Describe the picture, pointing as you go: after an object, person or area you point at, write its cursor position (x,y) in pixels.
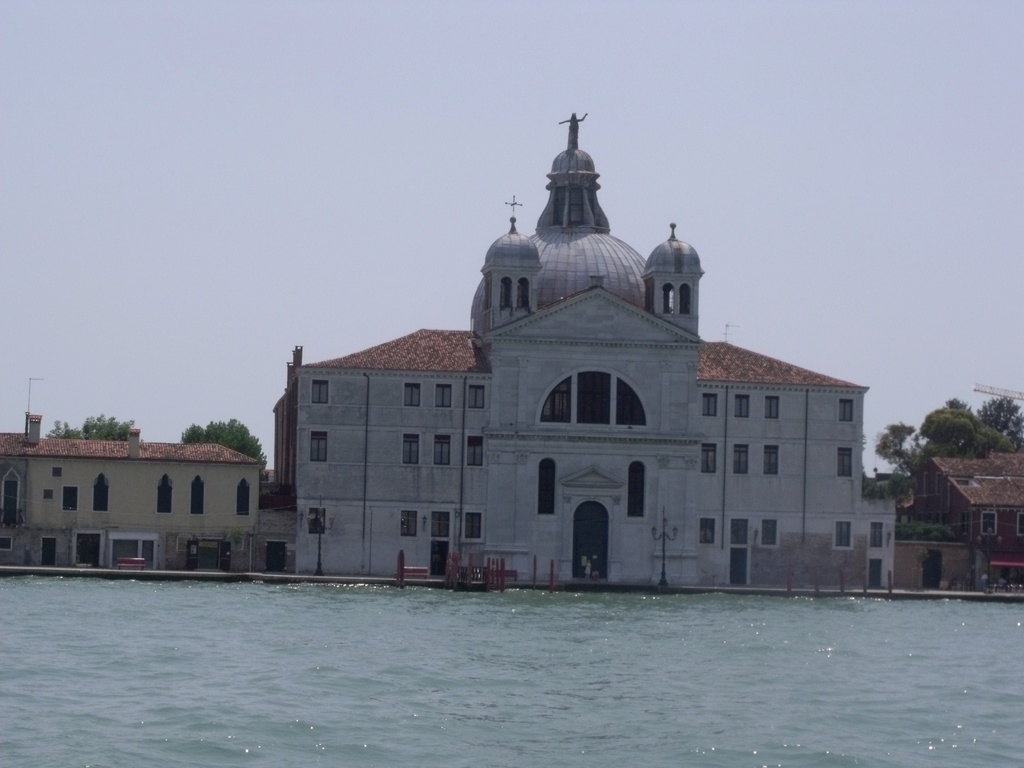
In this picture we can see the water (675,680) at the bottom of the picture (403,696). We can see a few poles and other objects (416,573) on the path (165,570). There are a few buildings (446,490) and a few windows (1023,518) on it. We can see a some trees (992,431) and an object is visible in the background (980,388). We can see the sky (587,94) on top of the picture (344,47).
